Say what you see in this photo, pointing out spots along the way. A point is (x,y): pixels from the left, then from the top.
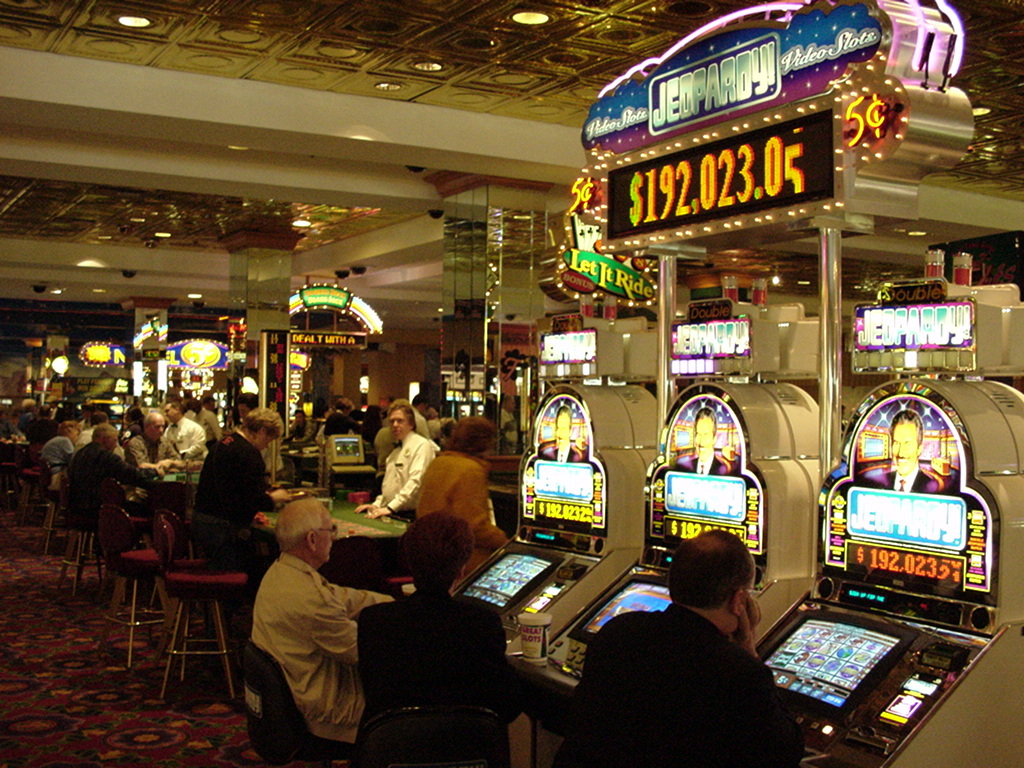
This picture shows a casino (128,376) and we see few people (369,677) seated and few are standing and we see machines (622,558) and few tables (339,536) and few lights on the roof (156,233).
